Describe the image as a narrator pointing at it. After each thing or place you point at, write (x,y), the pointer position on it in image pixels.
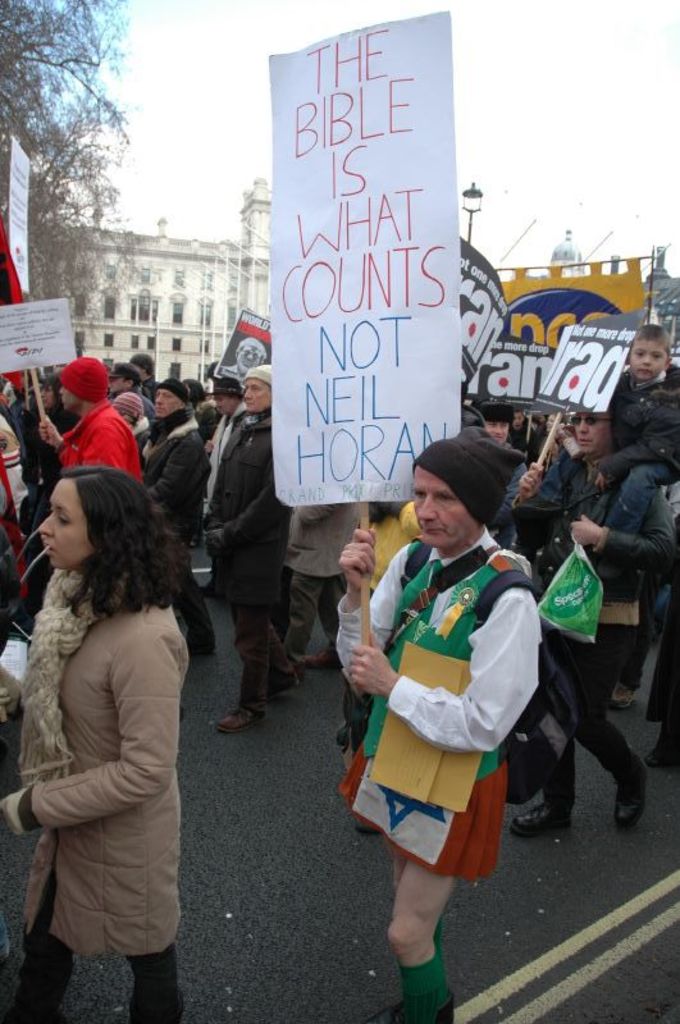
In this image we can see group of people (351,634) on the road (357,822) and they are holding boards (337,459). In the background (265,194) we can see buildings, branches (8,41), pole (472,223), light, and sky (659,219).
